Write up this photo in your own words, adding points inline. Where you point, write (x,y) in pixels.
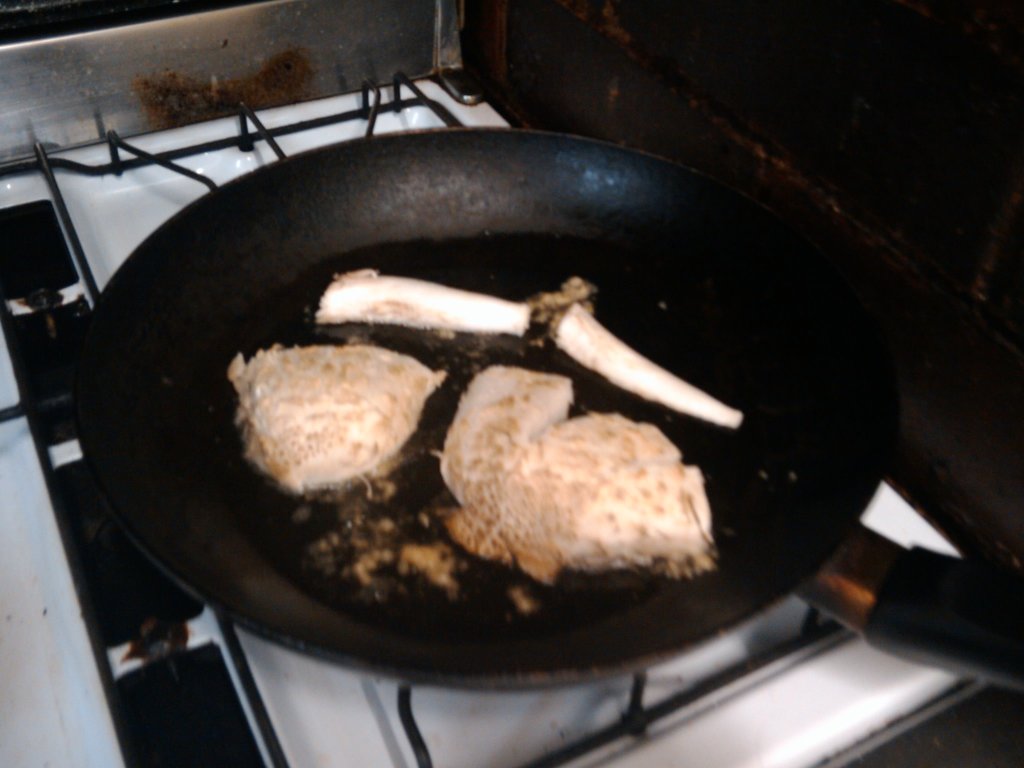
In this image there is some food (295,353) cooking on the pan (688,338) which is on the stove (30,234).
